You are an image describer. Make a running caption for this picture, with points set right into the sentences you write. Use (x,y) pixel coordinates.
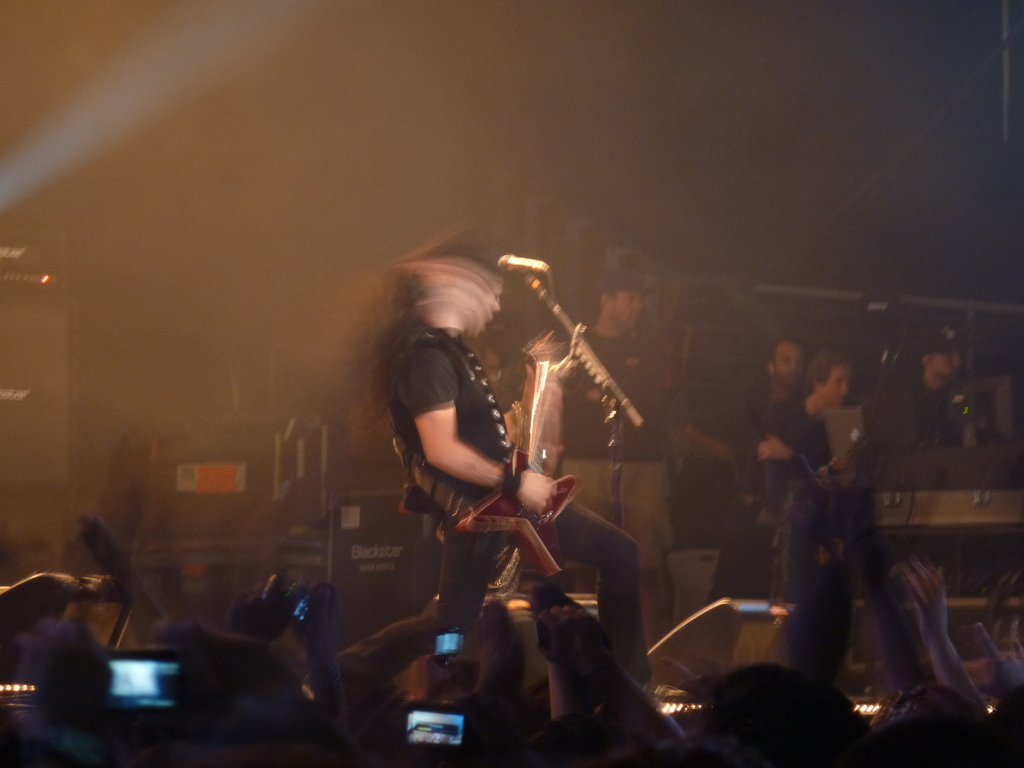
Here a person (501,430) is playing guitar (537,451). And some are sitting And some are standing and holding mobile phones (440,711) in their hands (427,673).
